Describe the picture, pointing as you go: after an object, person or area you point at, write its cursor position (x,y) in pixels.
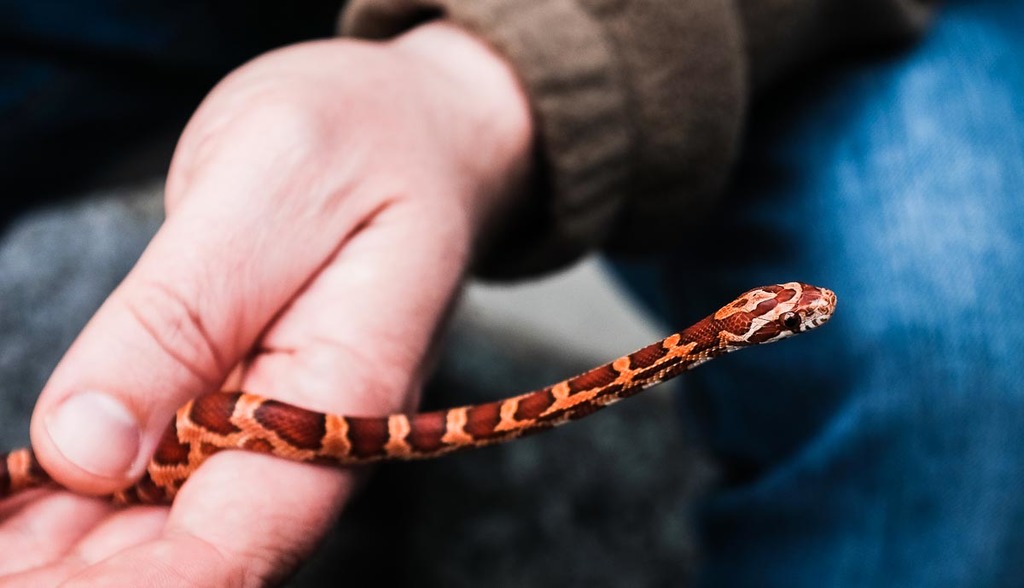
In this image I can see a person (471,81) wearing brown and blue colored dress (714,68) is holding a snake (326,427) which is brown in color.
